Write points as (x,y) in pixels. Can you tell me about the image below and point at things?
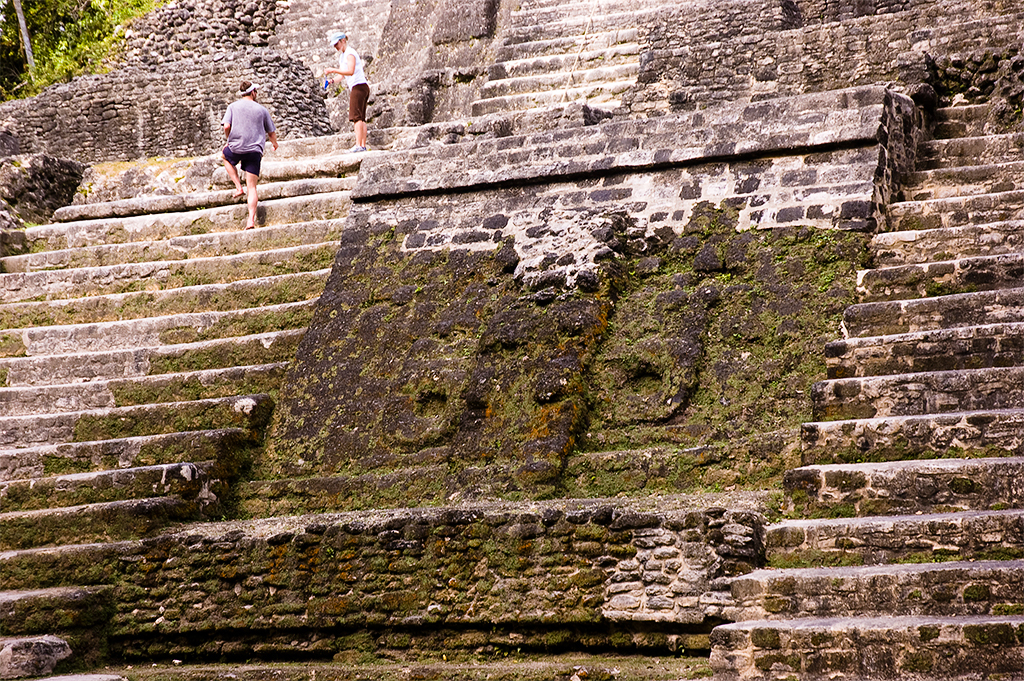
In the image we can see some steps (606,11), on the steps (215,240) two persons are standing. In the top left corner of the image (69,37) there are some trees (89,51).
